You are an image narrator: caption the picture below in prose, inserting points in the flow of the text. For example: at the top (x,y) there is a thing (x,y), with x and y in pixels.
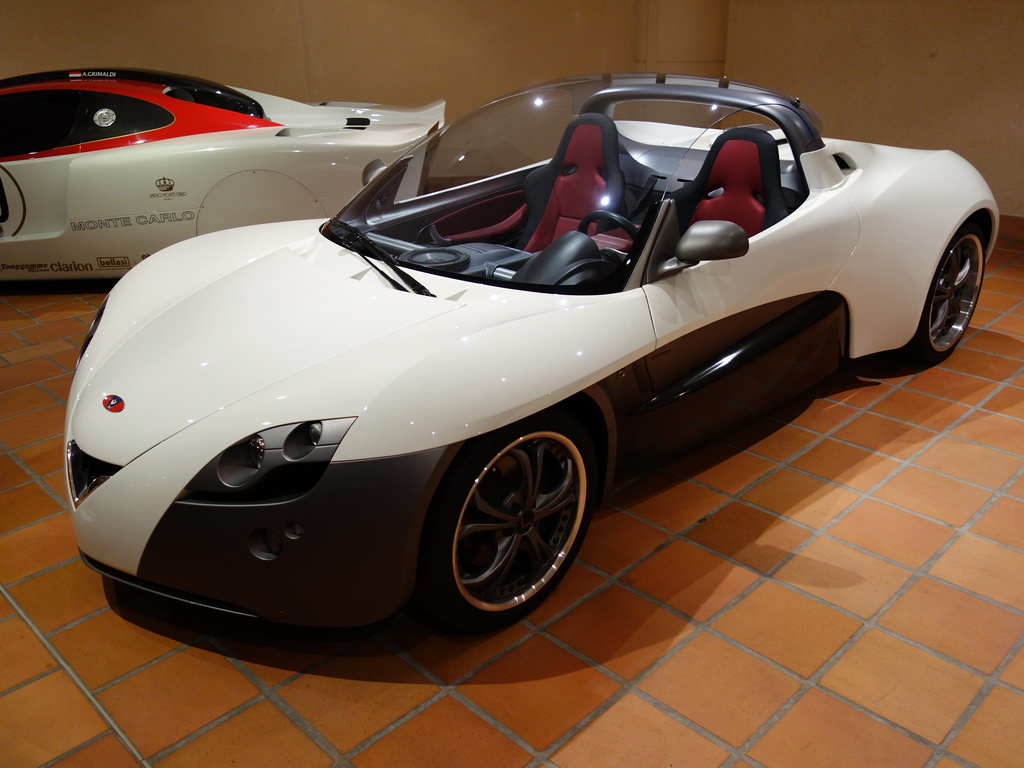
In this image there are vehicles (523,288), tile floor (613,527) and wall (668,69). Something is written on the vehicle (139,214).
